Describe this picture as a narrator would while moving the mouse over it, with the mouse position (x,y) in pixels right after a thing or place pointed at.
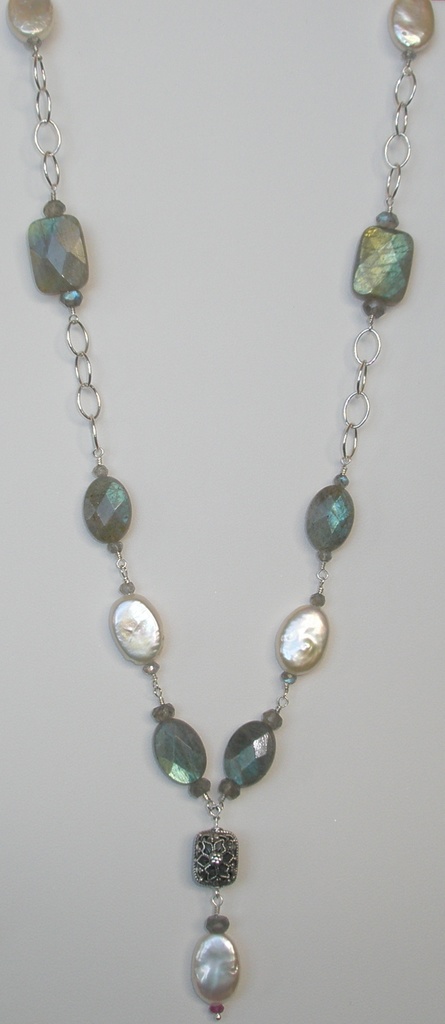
In this image we can see jewelry (202,765).
